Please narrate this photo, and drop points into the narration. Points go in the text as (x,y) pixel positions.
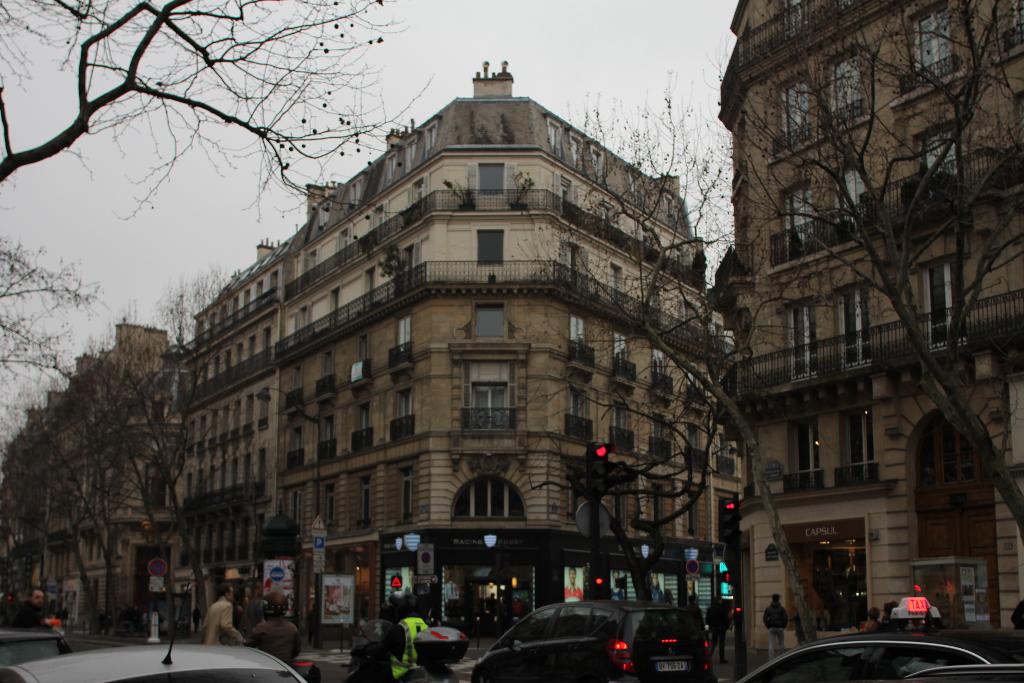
At the bottom of this image (552,666) I can see some cars (556,668) and bikes (379,668) on the road (339,666). Beside the road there are some trees (195,594), boards (351,588) and traffic signal poles (593,526). In the background (469,335), I can see the buildings (745,252). On the top of the image (565,24) I can see the sky (505,36).
